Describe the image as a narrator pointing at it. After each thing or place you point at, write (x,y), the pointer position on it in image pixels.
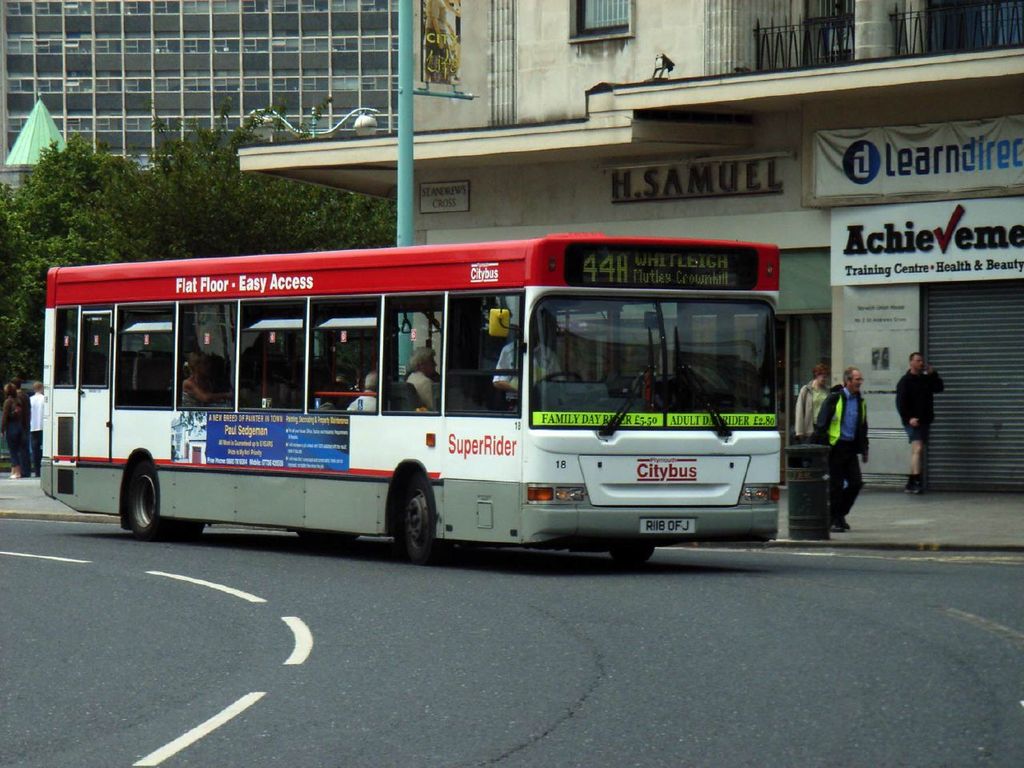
In this image, we can see a bus (470,497) on the road (591,619) and in the background (820,465), there are some people (831,442), bin (828,446) and we can see buildings (190,99), boards (855,176) and trees (191,127) and there are lights (256,111) and we can see a pole (403,87).
